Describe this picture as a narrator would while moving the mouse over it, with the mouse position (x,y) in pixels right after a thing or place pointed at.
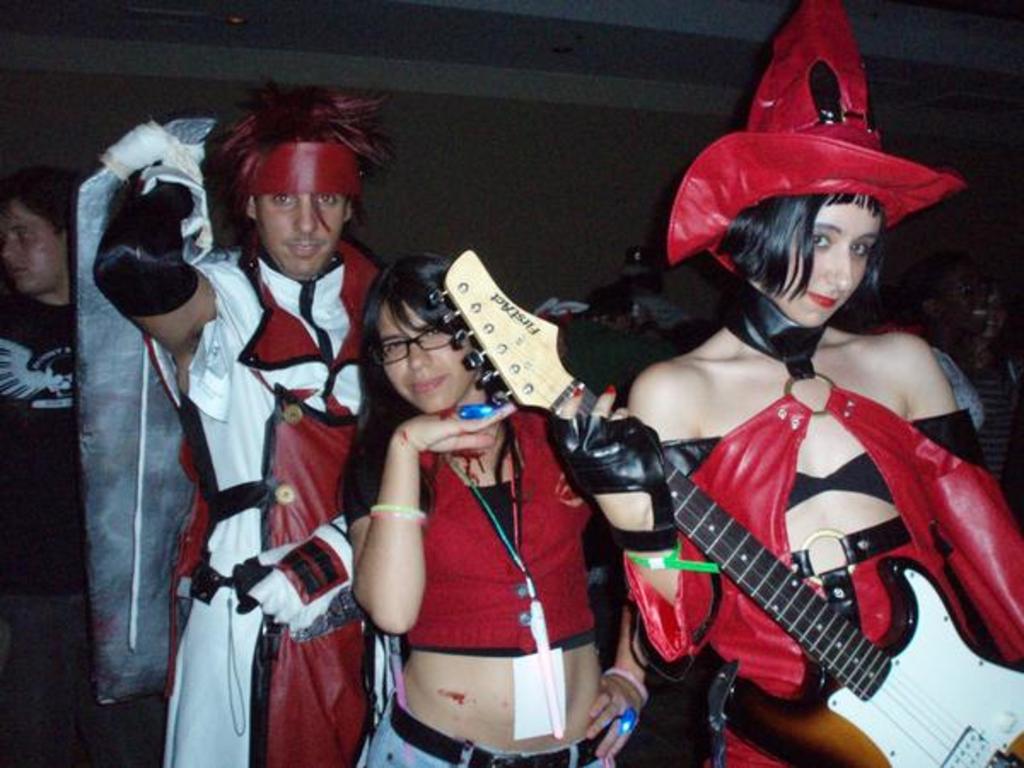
There are people (809,264) in this image. In the front (650,372) there are three people (679,441) who are wearing red and black dress (535,431). In that one is one man (304,337) and two are women (846,472). The one who is on the right side (971,580) is holding guitar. The one who is in the back side (311,355) is holding some board (94,443).
